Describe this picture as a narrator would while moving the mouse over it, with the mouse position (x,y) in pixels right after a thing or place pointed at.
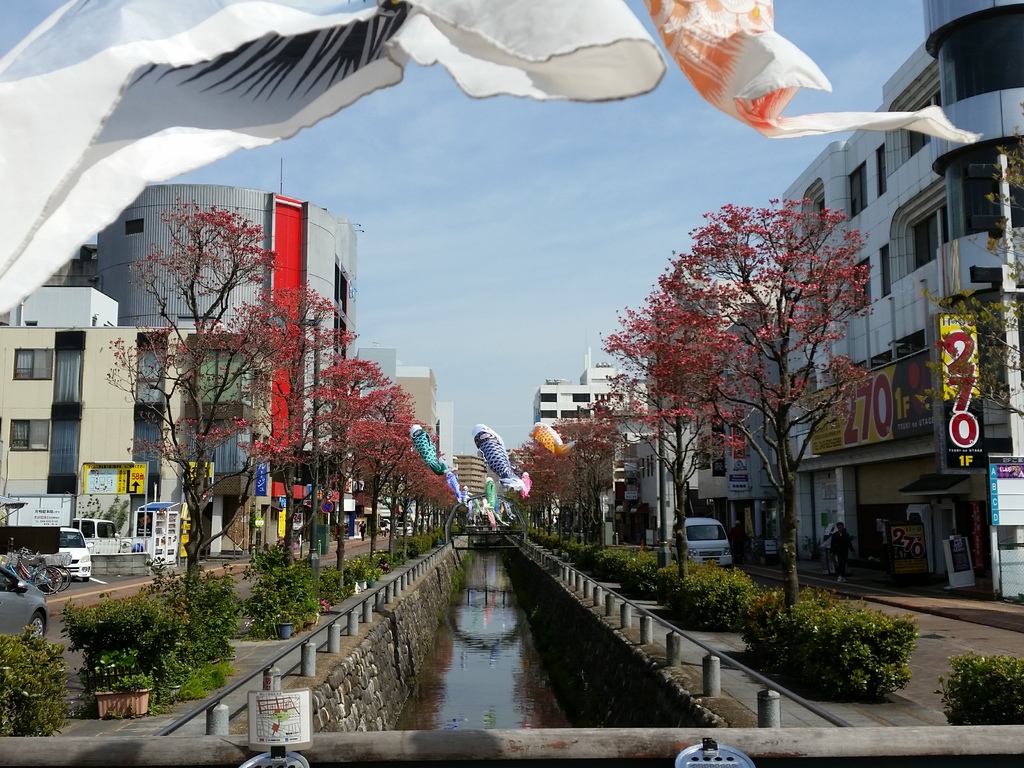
In this image at the bottom (535,679), there are plants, water (510,655), bridge (450,764), poster (311,708), cars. In the middle (515,481) there are carp streamers (458,490), cars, road (127,578), trees (529,467), buildings (930,454), posters (880,417), text (848,430), sky (474,190). At the top (526,83) there are carp streamers (166,108).
